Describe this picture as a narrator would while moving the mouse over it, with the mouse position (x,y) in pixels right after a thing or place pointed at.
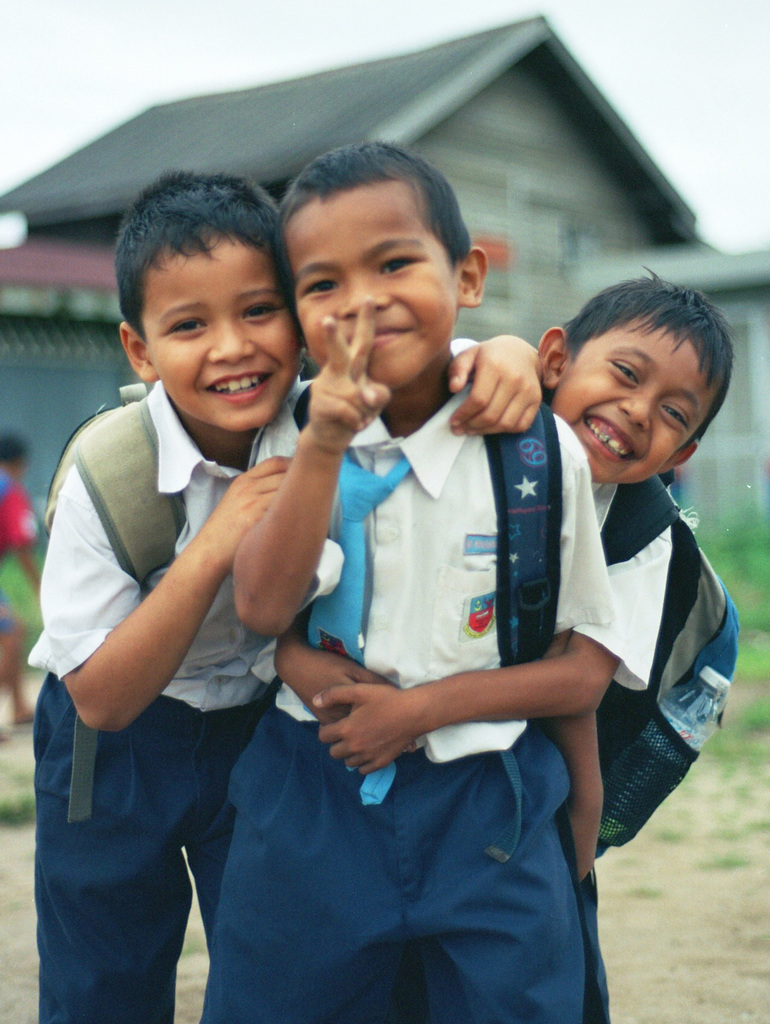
In the center of the image (337,549) we can see three boys (431,542) standing and smiling. In the background (73,348) there is a building (617,185) and sky (572,34). On the left (26,521) there is a lady (12,500).
